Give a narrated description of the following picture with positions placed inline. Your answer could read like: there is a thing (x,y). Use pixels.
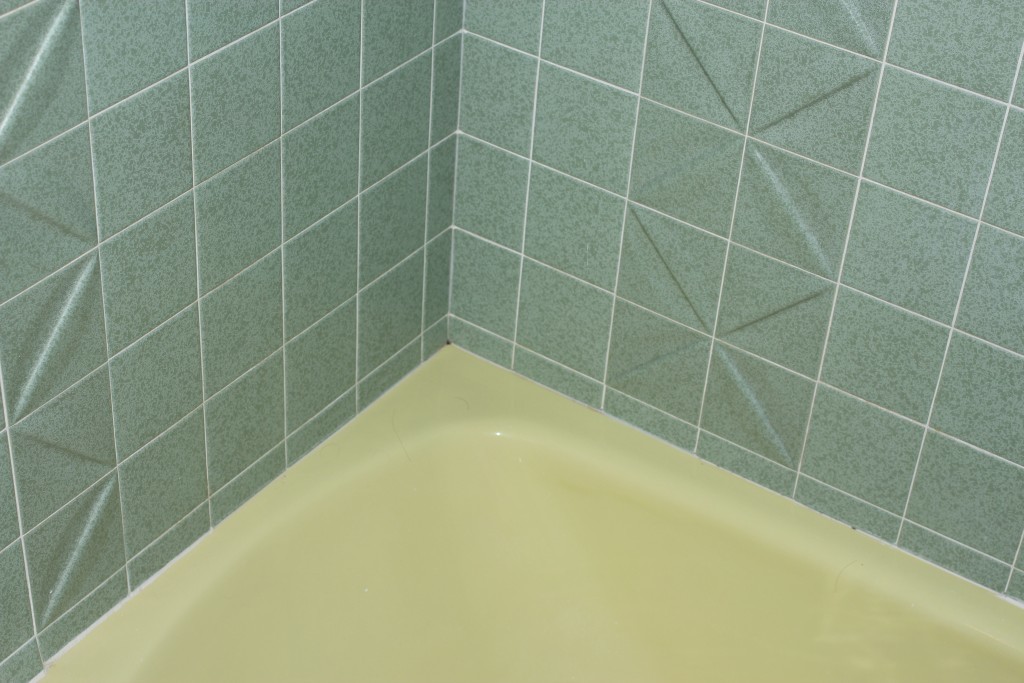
i think this is a bathtub (480,671) in a restroom (459,333).
